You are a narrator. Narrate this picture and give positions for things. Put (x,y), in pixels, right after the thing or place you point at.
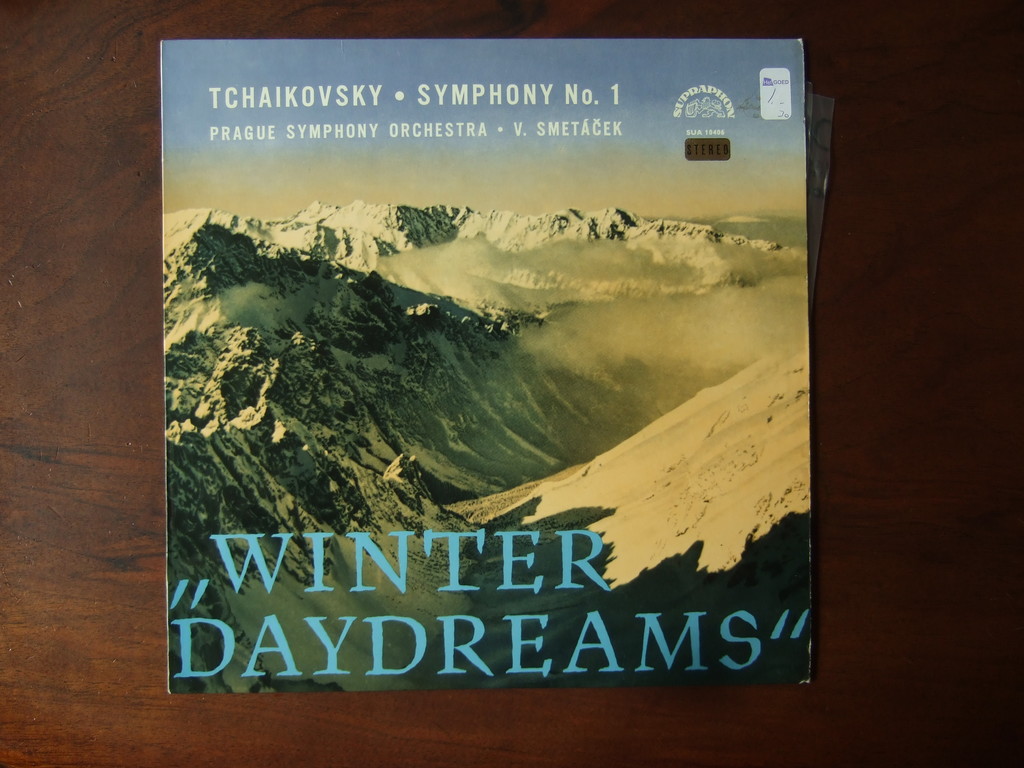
In the picture we can see a wooden plank (976,369) on it, we can see a record cover (230,594) on it, we can see a name winter daydream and an image of mountains (792,628) on it.
